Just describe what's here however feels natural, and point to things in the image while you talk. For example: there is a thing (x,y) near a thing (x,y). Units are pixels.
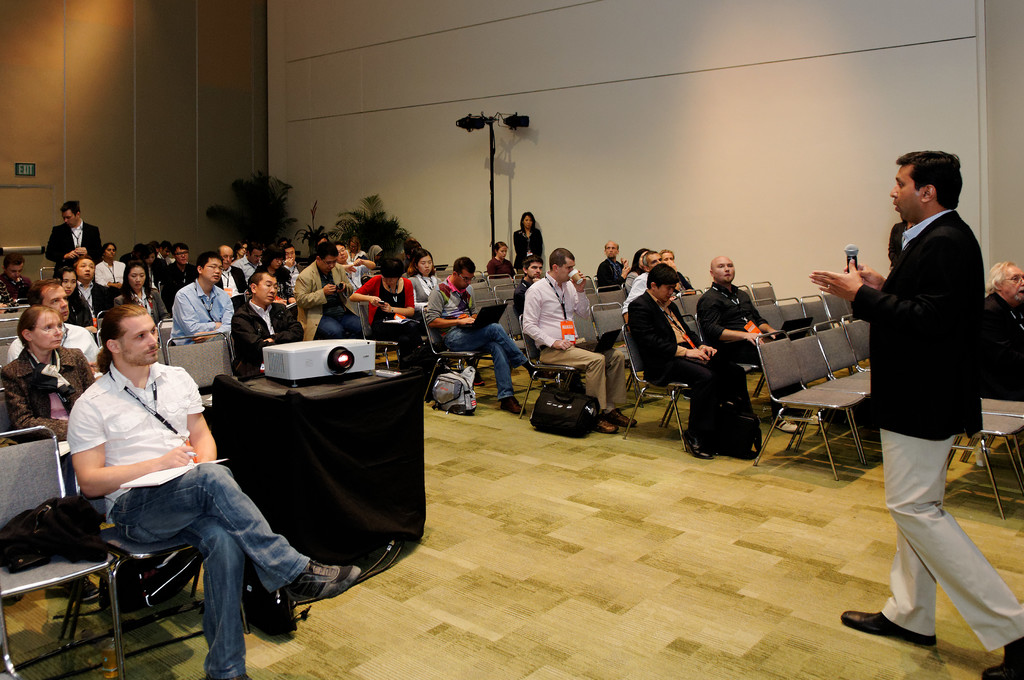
In the picture I can see a group of people (228,549) sitting on the chairs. I can see a man (492,328) working on a laptop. I can see a man (898,363) standing on the floor (881,577) on the right side (889,331) and he is speaking on a microphone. He is wearing a suit (960,320). I can see the plants (342,239) on the floor (527,382). I can see the projector (337,347) on the table (327,402).
